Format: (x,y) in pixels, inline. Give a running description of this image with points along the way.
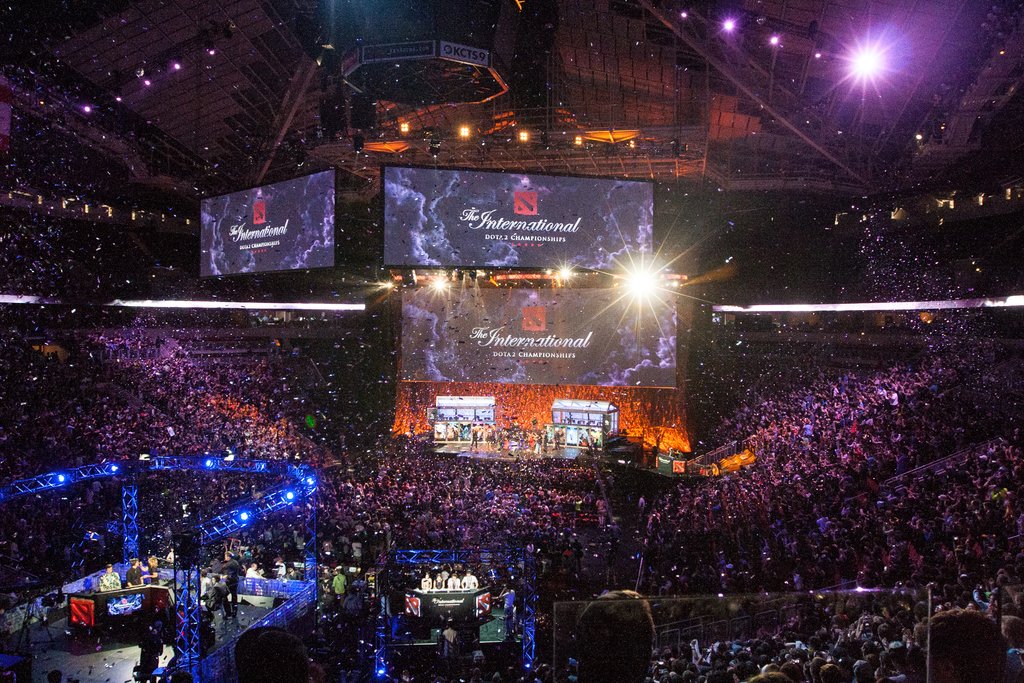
This picture looks like a Indoor stadium (34,215) and I can see few screens (412,239) displaying some text (483,330) and few lights (568,279) to the ceiling (698,105) and few (561,435) are performing on the dais (524,441).
